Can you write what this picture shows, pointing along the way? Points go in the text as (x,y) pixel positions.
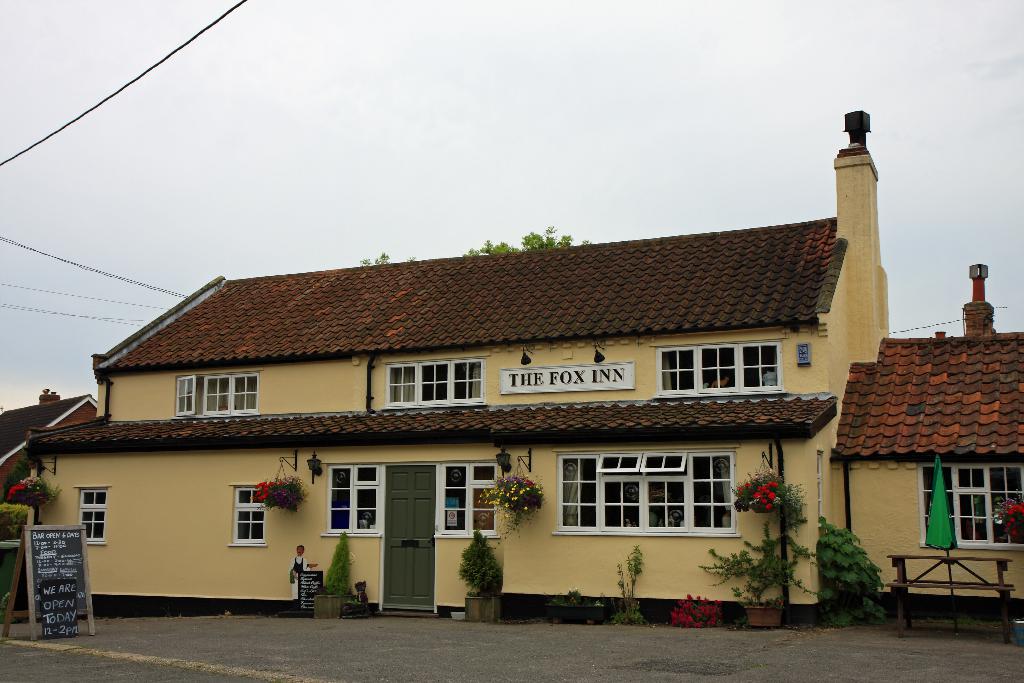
In this image we can see two houses (655,445). There are many plants (838,588) in the image. There is a tree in the image. There is a board (69,569) in the image. There is a sky (56,304) in the image.
